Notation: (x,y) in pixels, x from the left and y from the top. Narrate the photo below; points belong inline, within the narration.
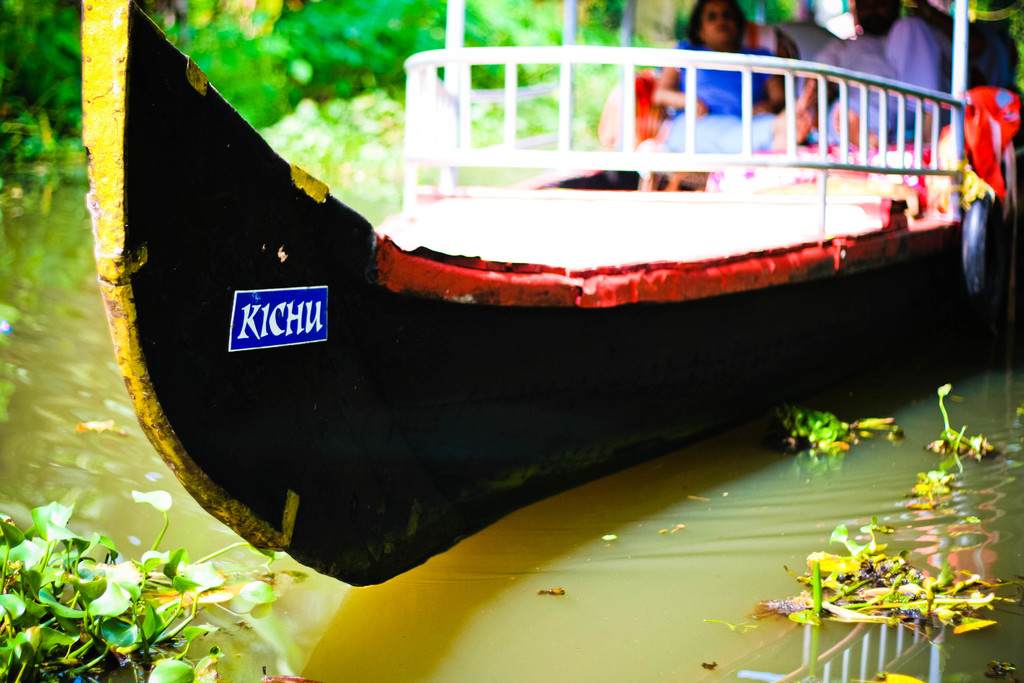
In this image, we can see a boat (460,199) with a few people (731,129) is sailing on the water (397,614). We can see some plants (95,664). We can also see the reflection (919,508) of the boat (839,254) in the water (914,457). We can see some objects (828,608) floating on the water (1002,560). We can also see some green colored objects (821,440).
